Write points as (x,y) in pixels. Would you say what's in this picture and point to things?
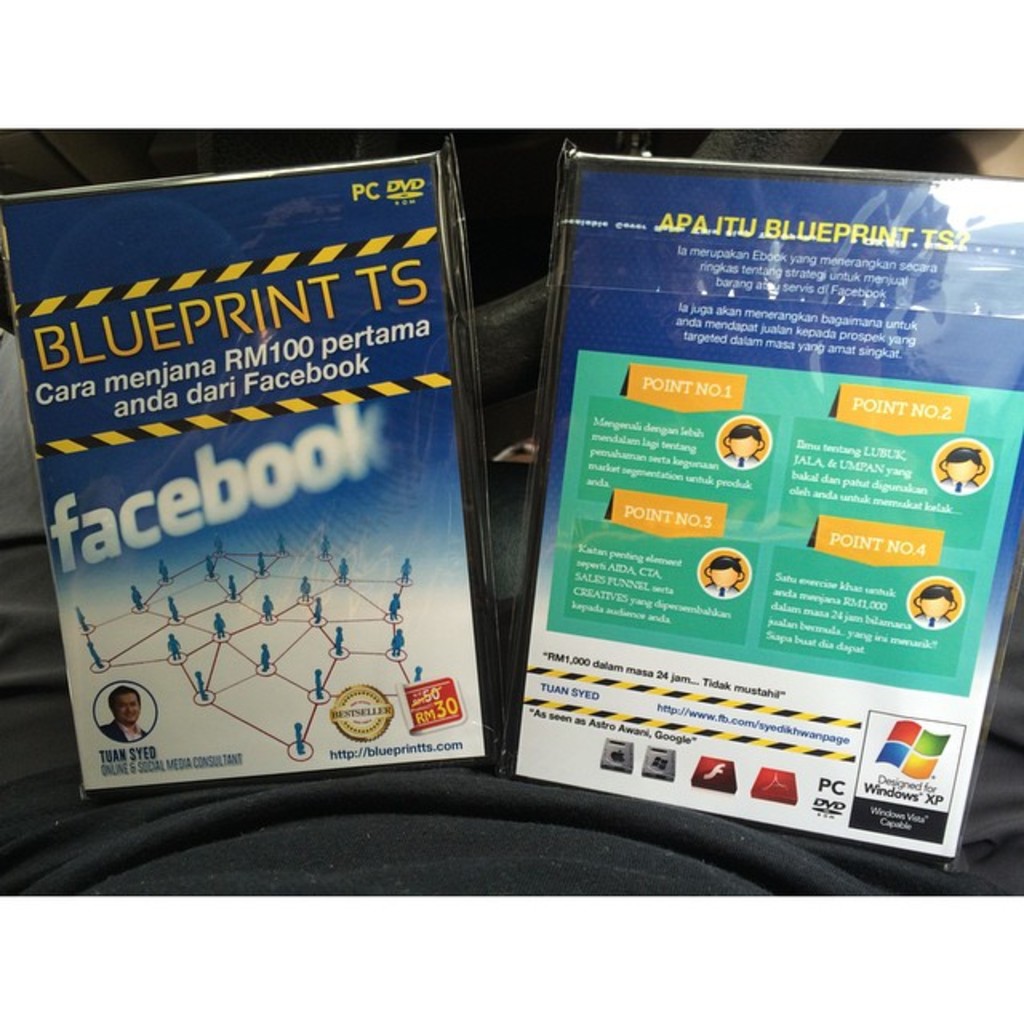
In the picture I can see DVD cases (304,641) on which I can see some images (341,567) and text (873,349) which are placed on the black color surface (374,851).
